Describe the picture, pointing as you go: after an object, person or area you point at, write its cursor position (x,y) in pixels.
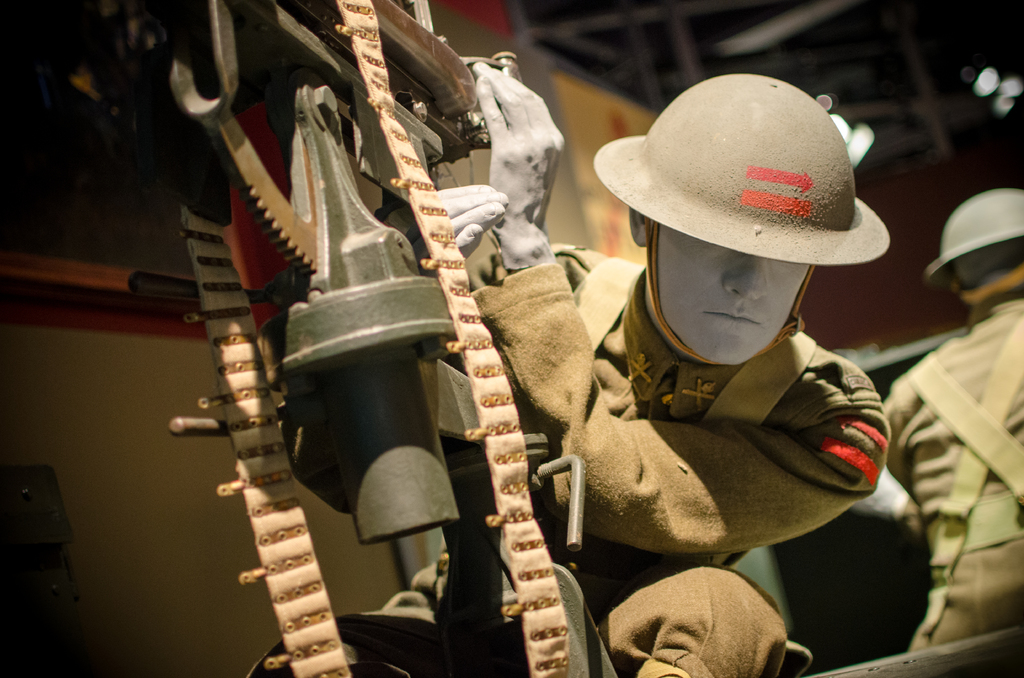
In this image there is a person (792,418) holding the machine gun (350,167). Behind him there is another person (926,509). In the background of the image (910,275) there is a wall (912,205). On the left side of the image (53,607) there is some object (51,486).
